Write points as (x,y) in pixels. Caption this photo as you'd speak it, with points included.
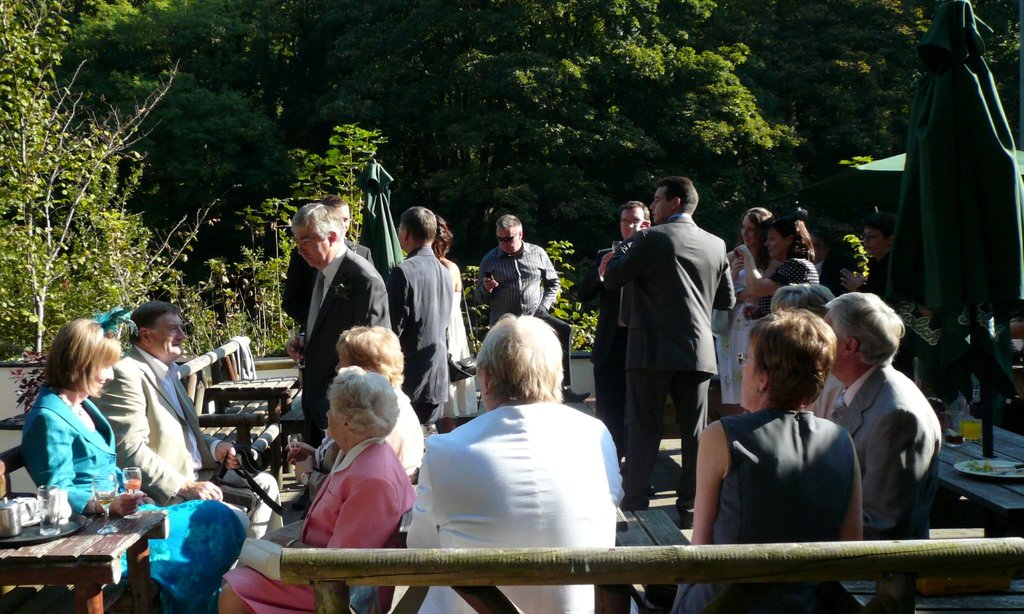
In the foreground of the picture (352,294) there are many people (630,341) and there are benches (273,408), plates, glasses (45,508), umbrella (971,246), food items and other objects (17,514). In the background (521,113) there are trees (580,194).
